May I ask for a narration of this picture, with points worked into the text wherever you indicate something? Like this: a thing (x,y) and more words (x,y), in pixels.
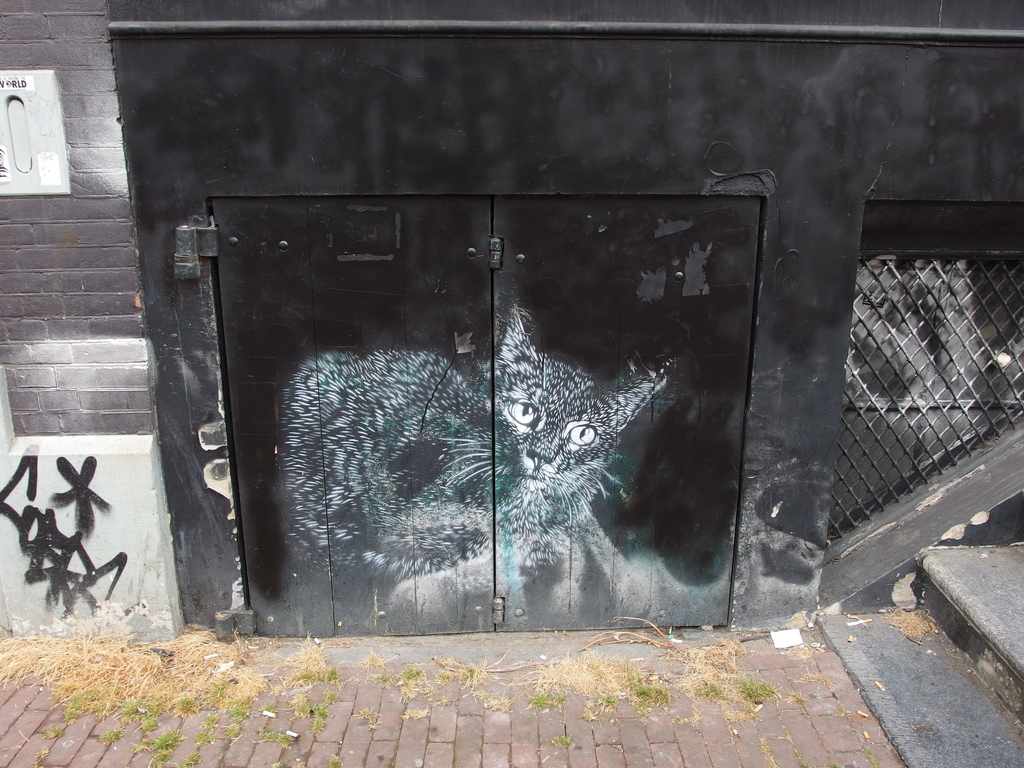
In the image we can see grass (37,651) on the road (812,715), steps (1009,632) here, a cat picture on the black color gate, black color wall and the brick wall (113,412) here.
